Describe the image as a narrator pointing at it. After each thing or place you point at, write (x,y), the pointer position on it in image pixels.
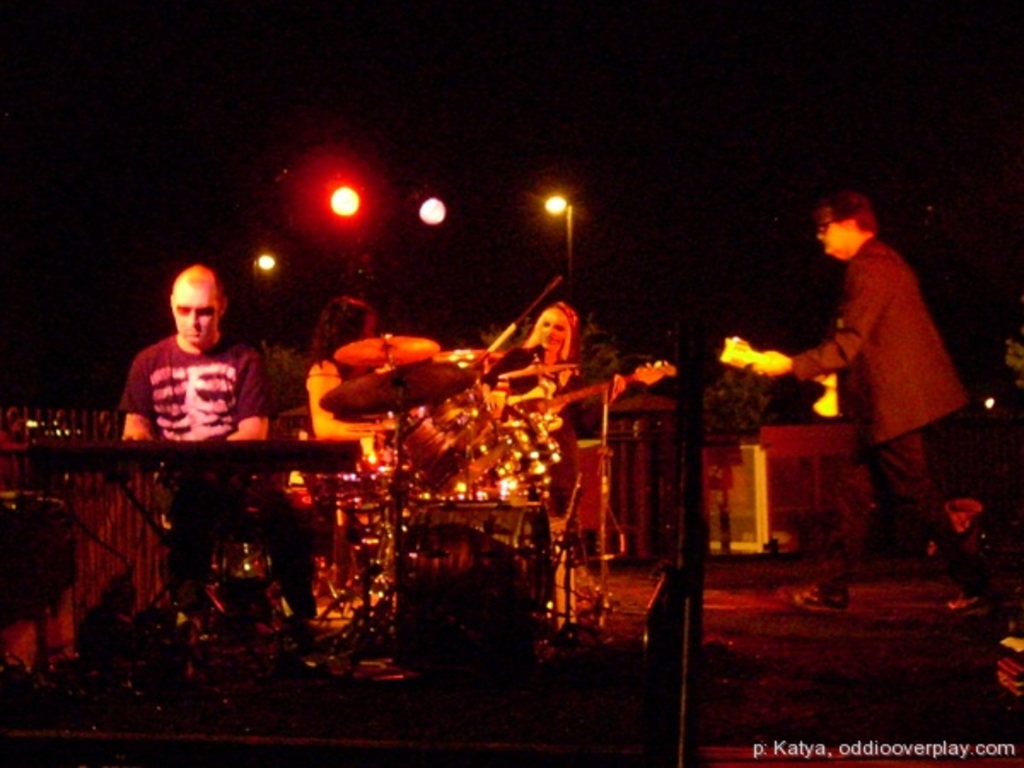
There are people (176,352) playing musical instruments (170,440), we can see musical instruments (409,429). In the background (742,101) it is dark and we can see lights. In the bottom right side of the image (876,748) we can see text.
